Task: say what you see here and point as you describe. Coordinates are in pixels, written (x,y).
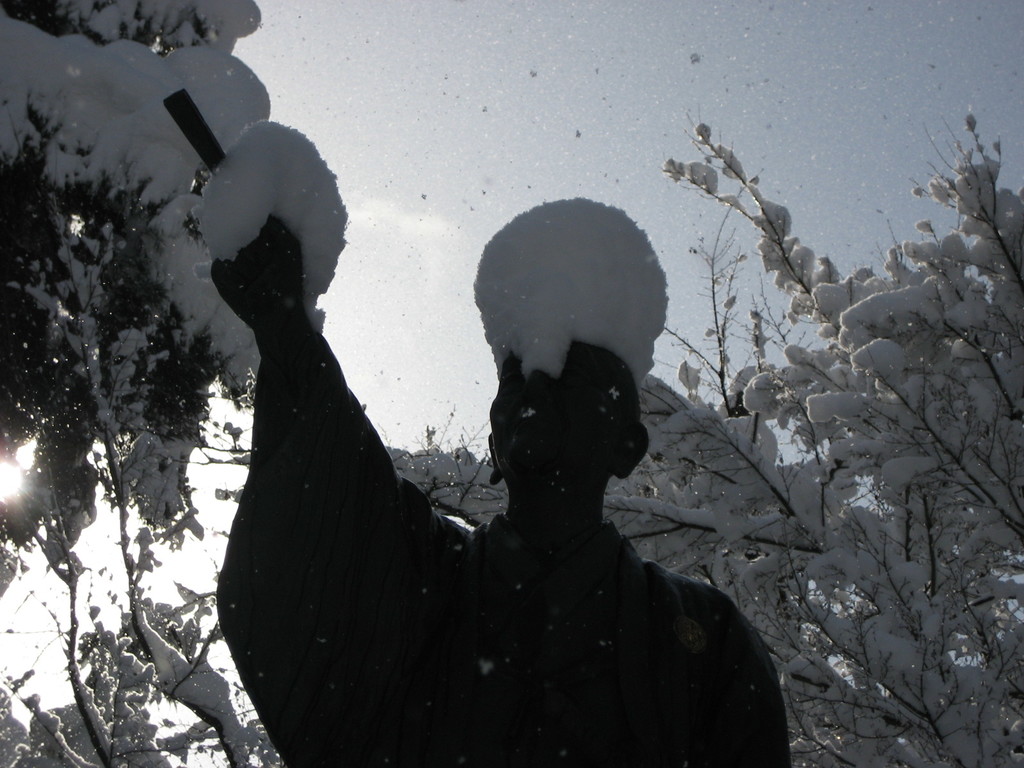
In this image there is a statue of a person (442,566) having snow (210,195) on it. Behind it there are few trees (126,624) covered with snow (758,460). Top of image (565,115) there is sky (622,89).
